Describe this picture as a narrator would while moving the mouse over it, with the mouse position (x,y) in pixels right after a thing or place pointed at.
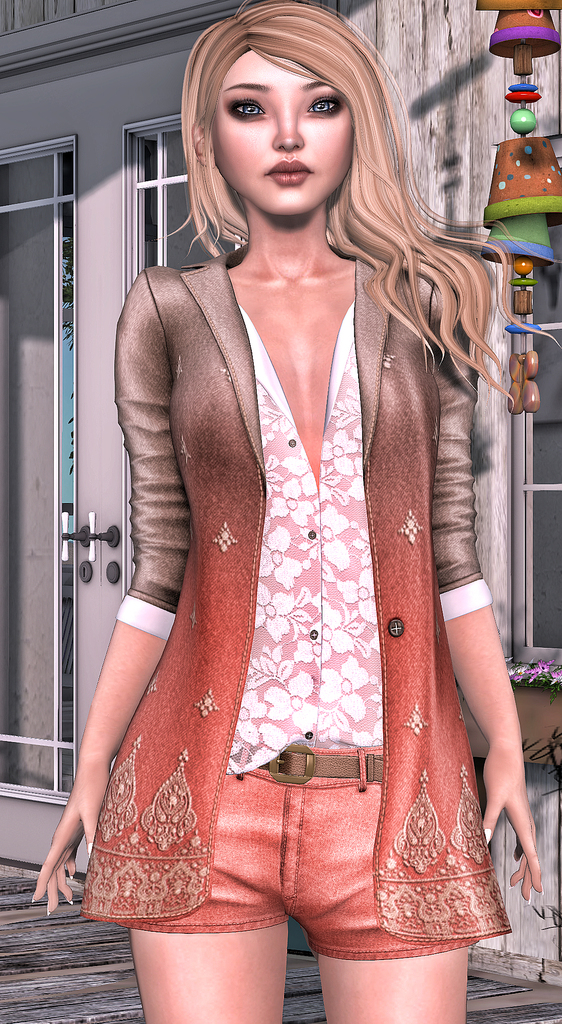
It is the digital art of a girl (329,576). In the background (71,329) there are doors (75,323). At the top (497,182) there is hanging (517,224).
